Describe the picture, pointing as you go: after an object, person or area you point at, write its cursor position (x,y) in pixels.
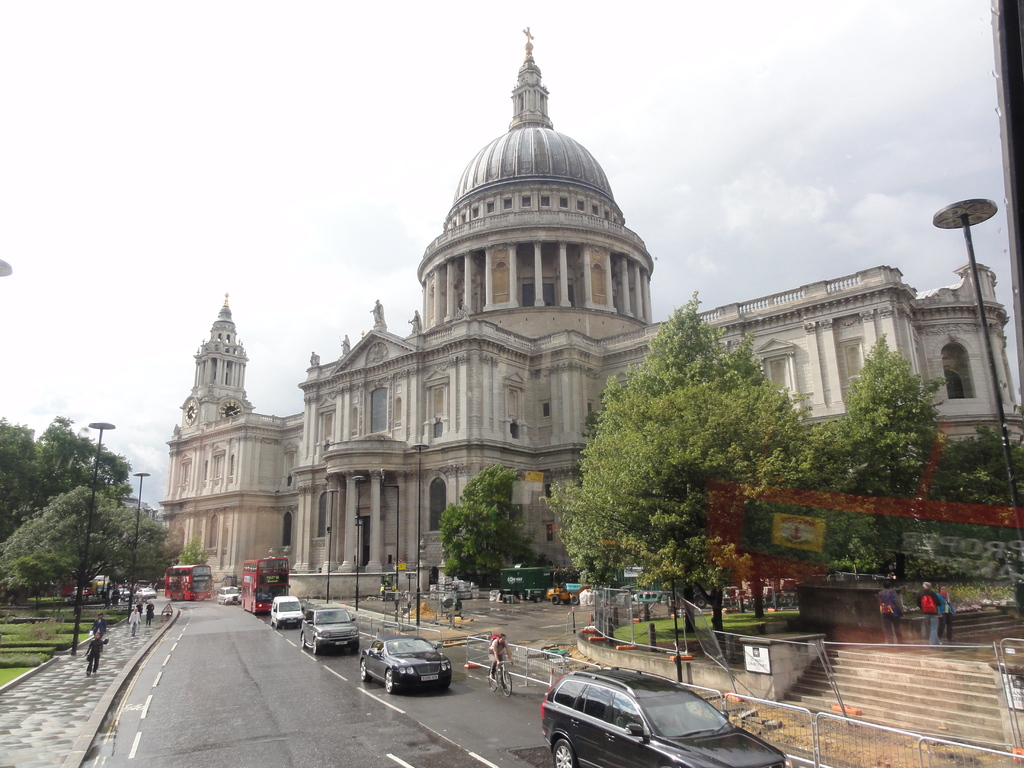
In this image I can see few vehicles (300,613) on the road (242,621). I can also see few persons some are walking and one is riding bicycle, background (653,434) I can see trees (683,423) in green color, building (284,463) and sky (362,200) in white color.
